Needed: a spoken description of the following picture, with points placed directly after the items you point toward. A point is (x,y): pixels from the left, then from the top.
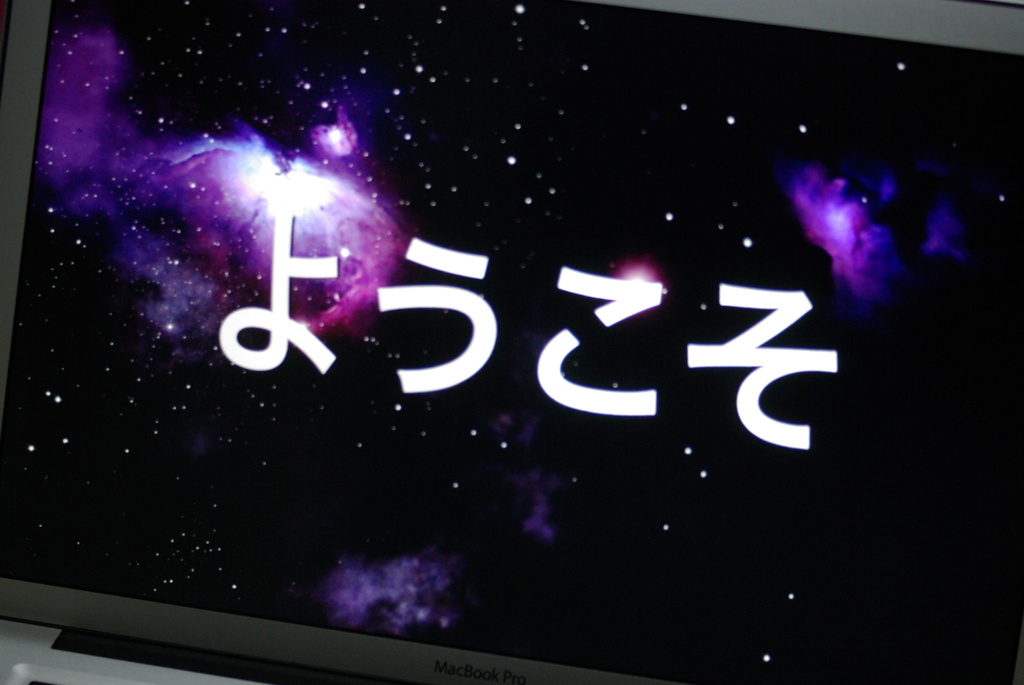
It is the screen (442,254) of a laptop (69,360) and some text (775,364) is displayed on the screen (709,249).
